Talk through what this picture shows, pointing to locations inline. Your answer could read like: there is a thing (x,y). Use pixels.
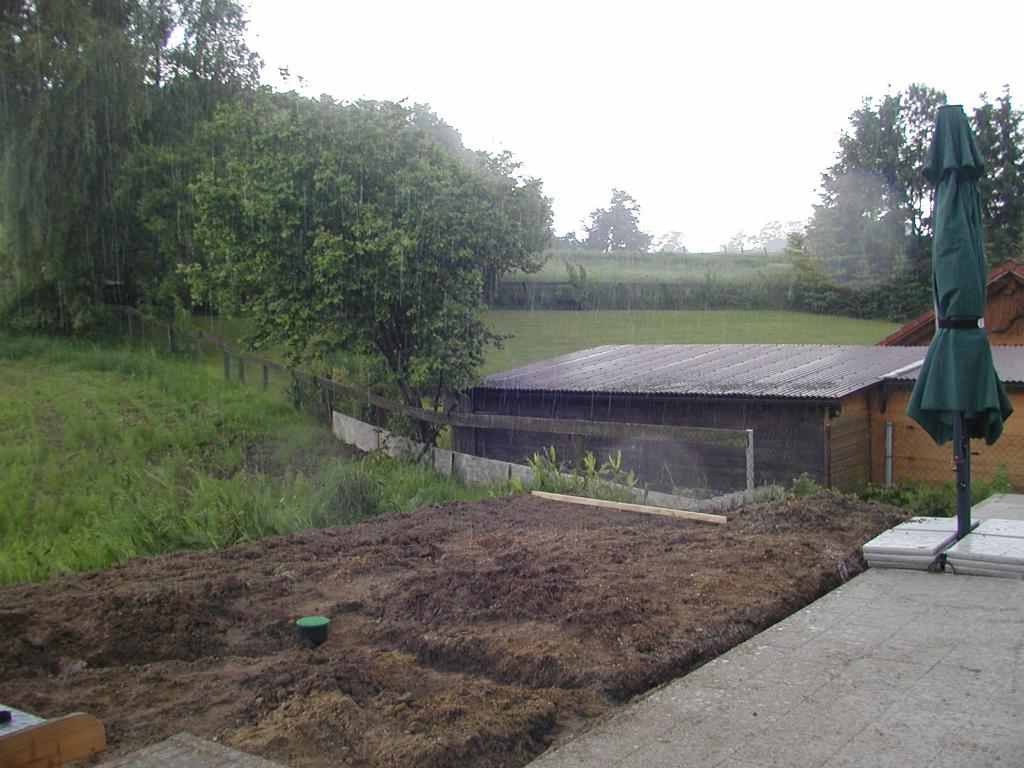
In this image I can see sheds (761,442), trees (274,205), grass (278,419) and fencing (164,321).
